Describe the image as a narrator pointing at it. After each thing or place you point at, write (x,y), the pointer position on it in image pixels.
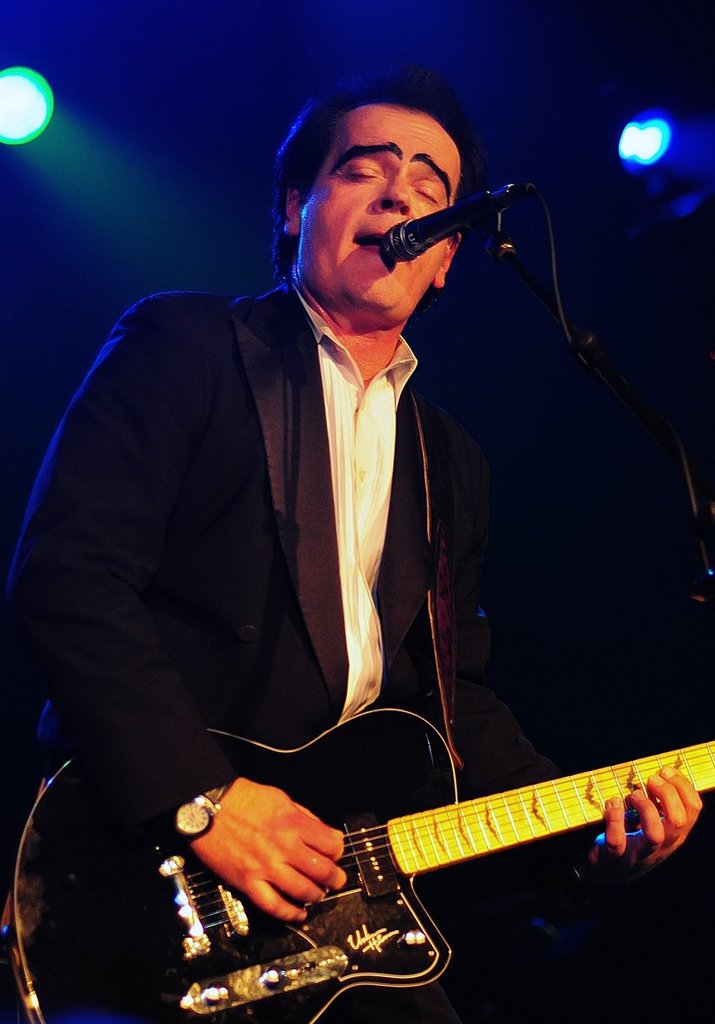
This picture is clicked inside. In the center (306,400) there is a Man (349,345) standing, playing Guitar (388,826) and singing. On the right (490,212) there is a stand (516,254) to which a microphone (439,230) is attached. In the background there are some focusing lights (623,157).
